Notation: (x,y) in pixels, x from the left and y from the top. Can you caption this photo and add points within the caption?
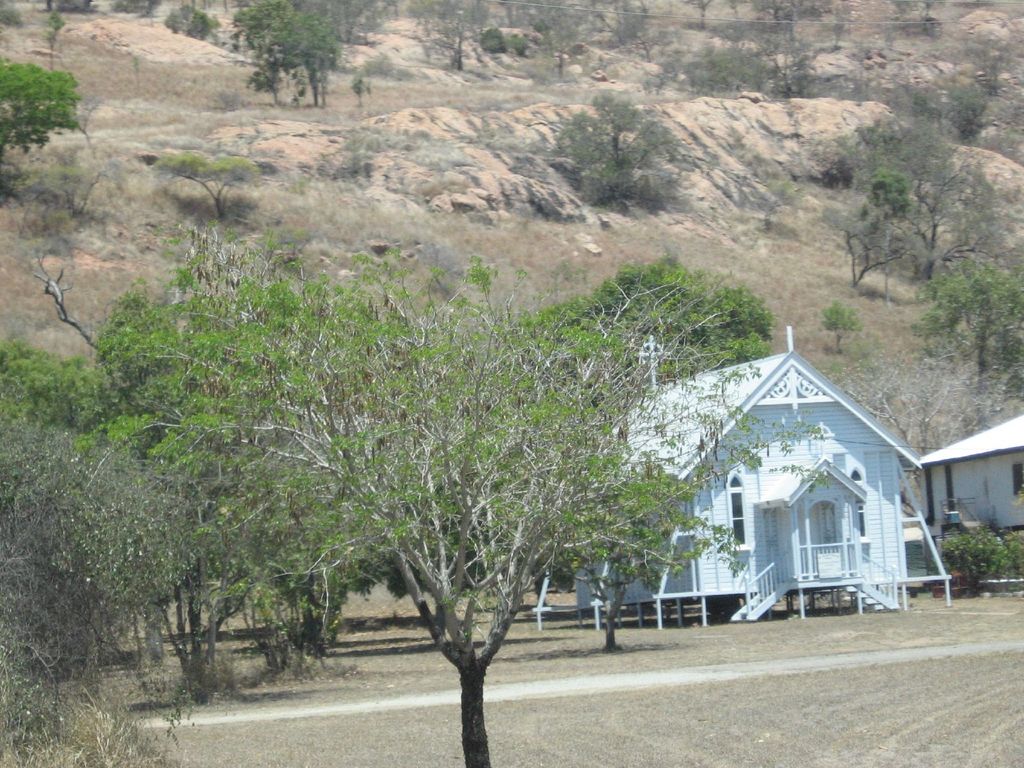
In this picture we can see the ground (820,655), houses (756,473), plants (986,557), trees (410,445) and some objects (937,586) and in the background (284,150) we can see rocks (726,190).
